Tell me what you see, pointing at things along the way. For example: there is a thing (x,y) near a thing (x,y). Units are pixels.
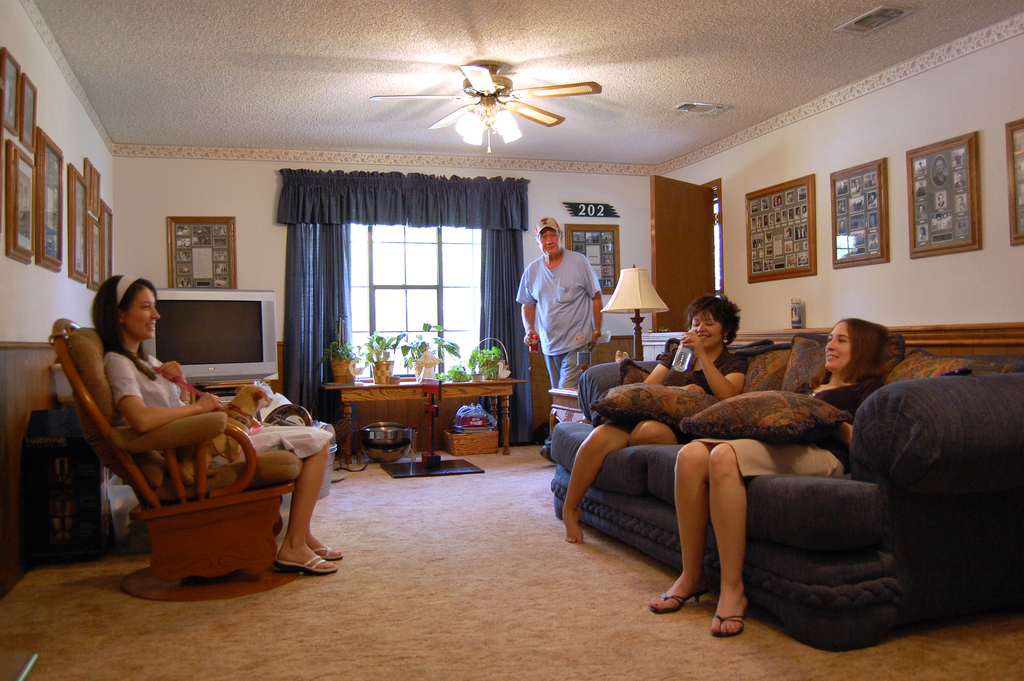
As we can see in the image there is a white color wall (138,199), photo frames (107,220), fan (485,68), window (376,284), curtain (326,322) and a table (402,391) and few people (833,442) sitting on sofas (767,424) and there is a lamp (632,317) over here.
